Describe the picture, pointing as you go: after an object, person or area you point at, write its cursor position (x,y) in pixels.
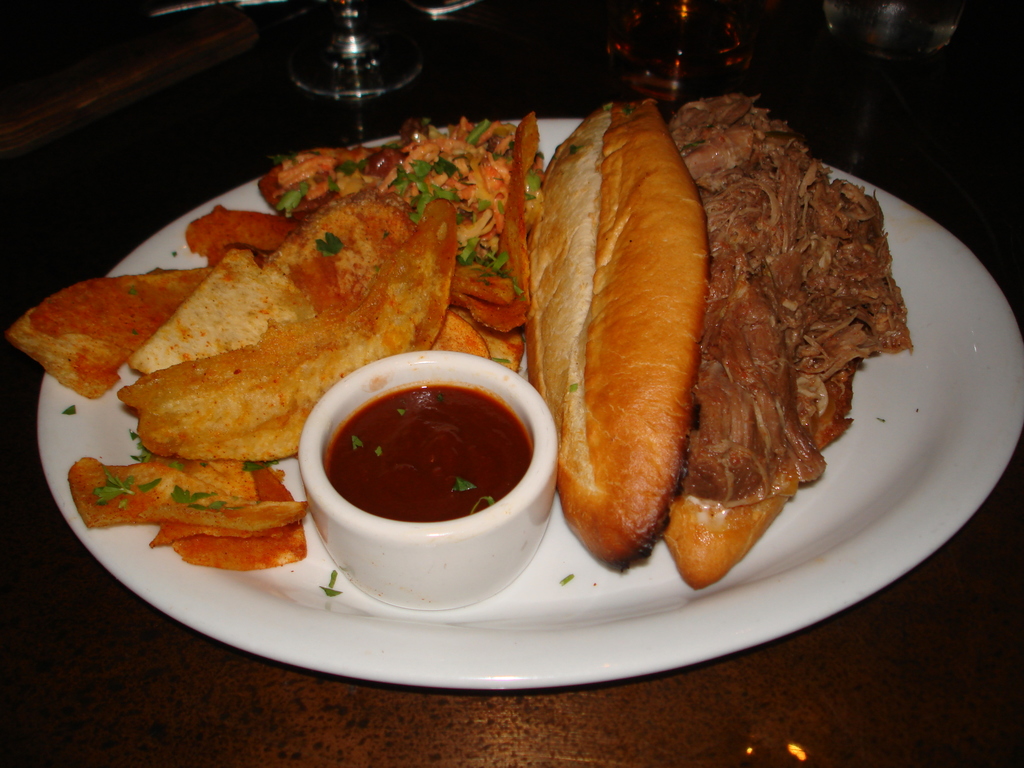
In this given image, We can see a plate (917,271) filled with food items (238,461) and a small bowl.
